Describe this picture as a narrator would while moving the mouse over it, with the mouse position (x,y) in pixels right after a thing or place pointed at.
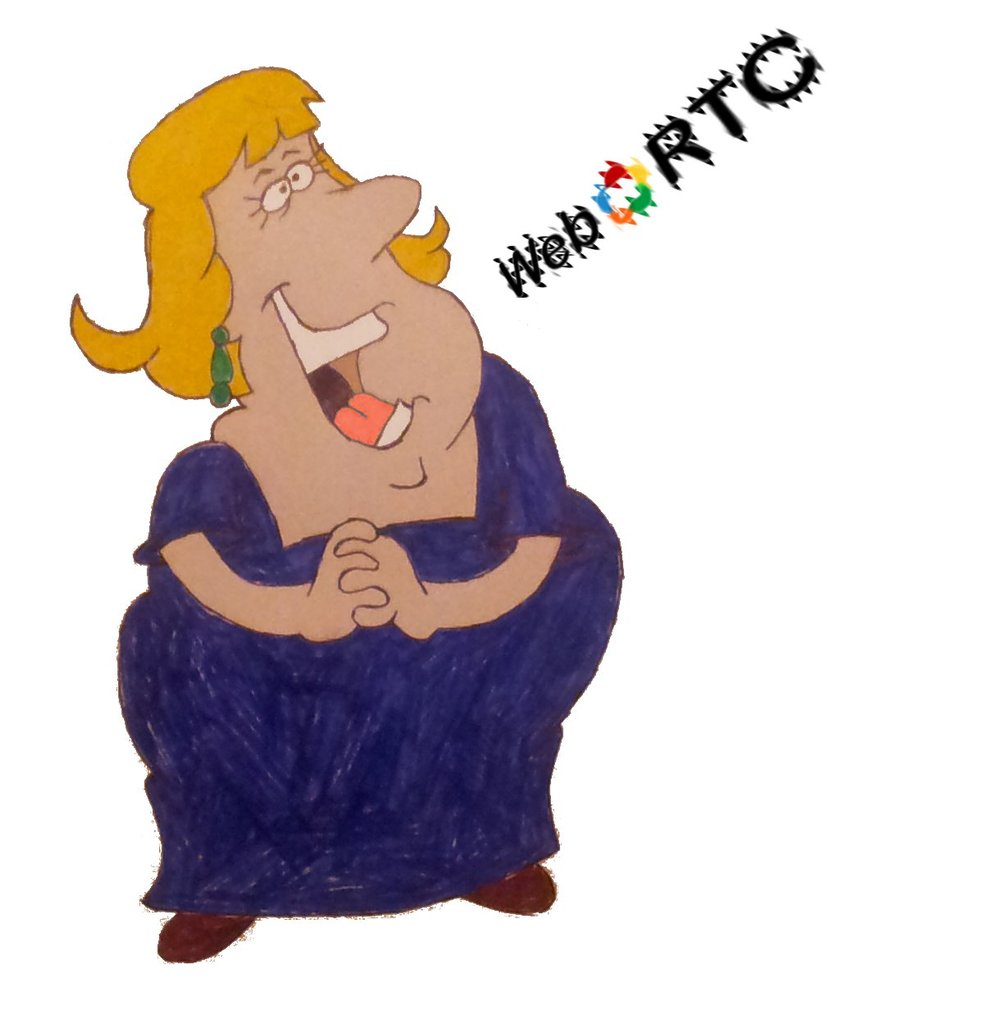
In this picture I can see a cartoon character (283,314) of a woman (566,549) and I see something is written on the right side of this picture (676,172). I see that it is white color in the background (449,185).
